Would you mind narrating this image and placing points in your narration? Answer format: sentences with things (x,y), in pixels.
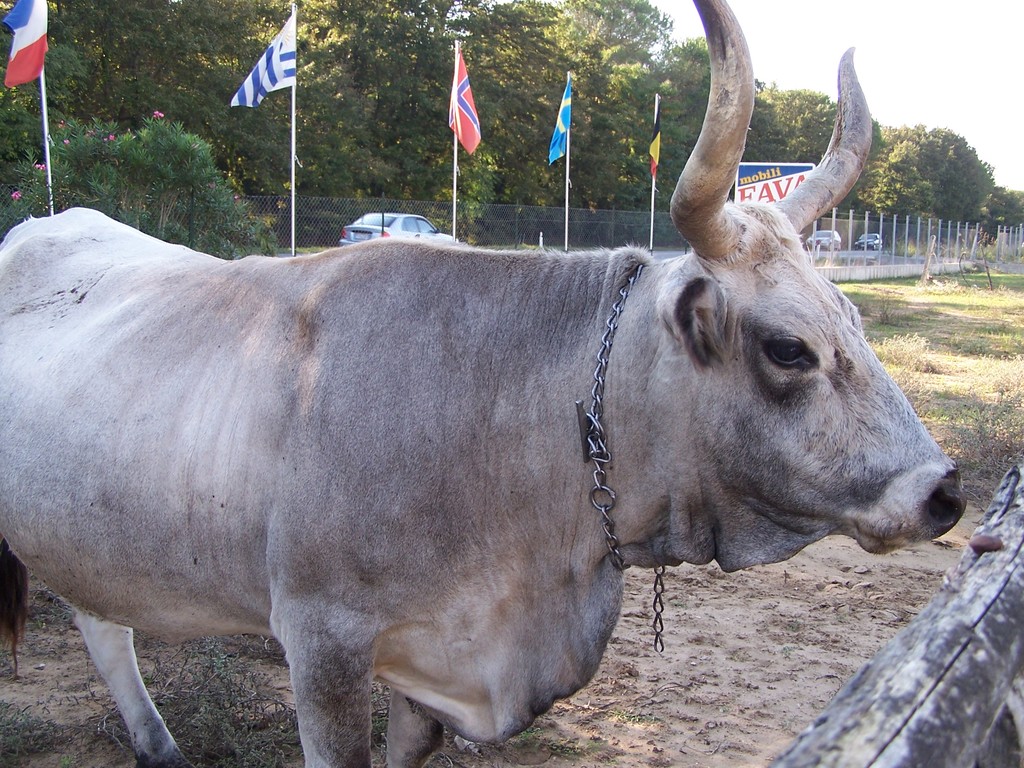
In this picture we can see an animal (22,325). In the background of the image (695,117) we can see grass (248,656), fence (1003,235), vehicles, trees (633,106), flowers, flags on poles (652,200), board (763,198) and sky (976,81). In the bottom right side of the image (803,745) we can see wooden object (803,745).
